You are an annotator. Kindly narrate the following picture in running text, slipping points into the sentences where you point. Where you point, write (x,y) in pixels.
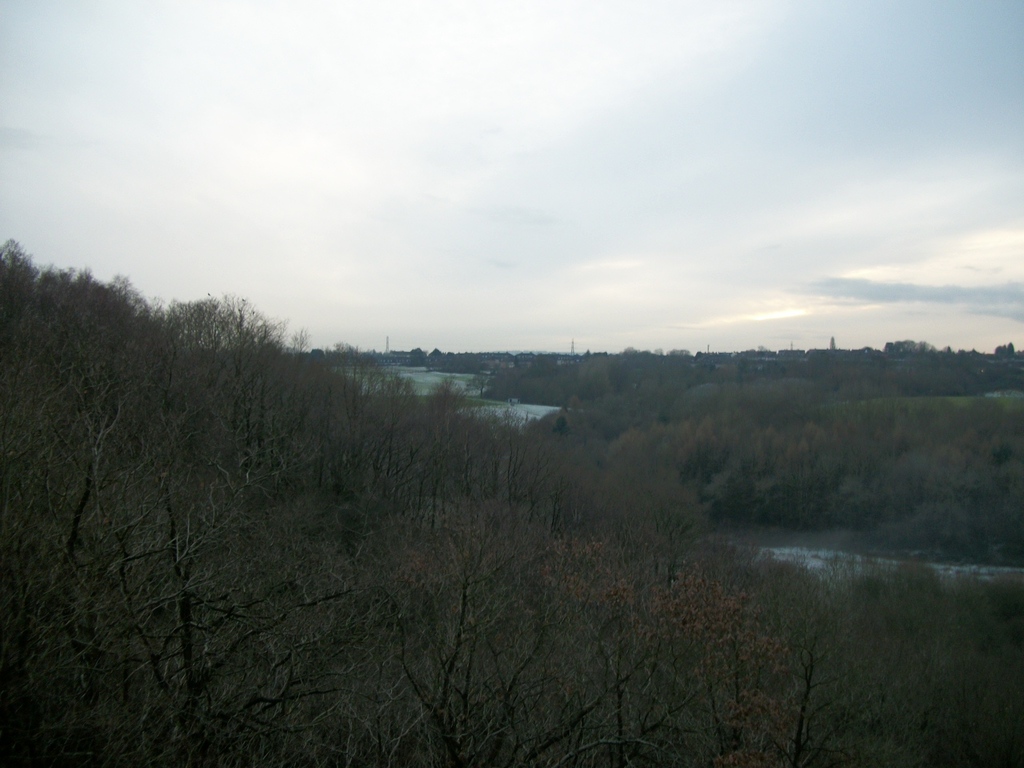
In this image there are some trees (529,445) on the bottom of this image (540,584) and there is a sky (457,136) on the top of this image (514,182).
